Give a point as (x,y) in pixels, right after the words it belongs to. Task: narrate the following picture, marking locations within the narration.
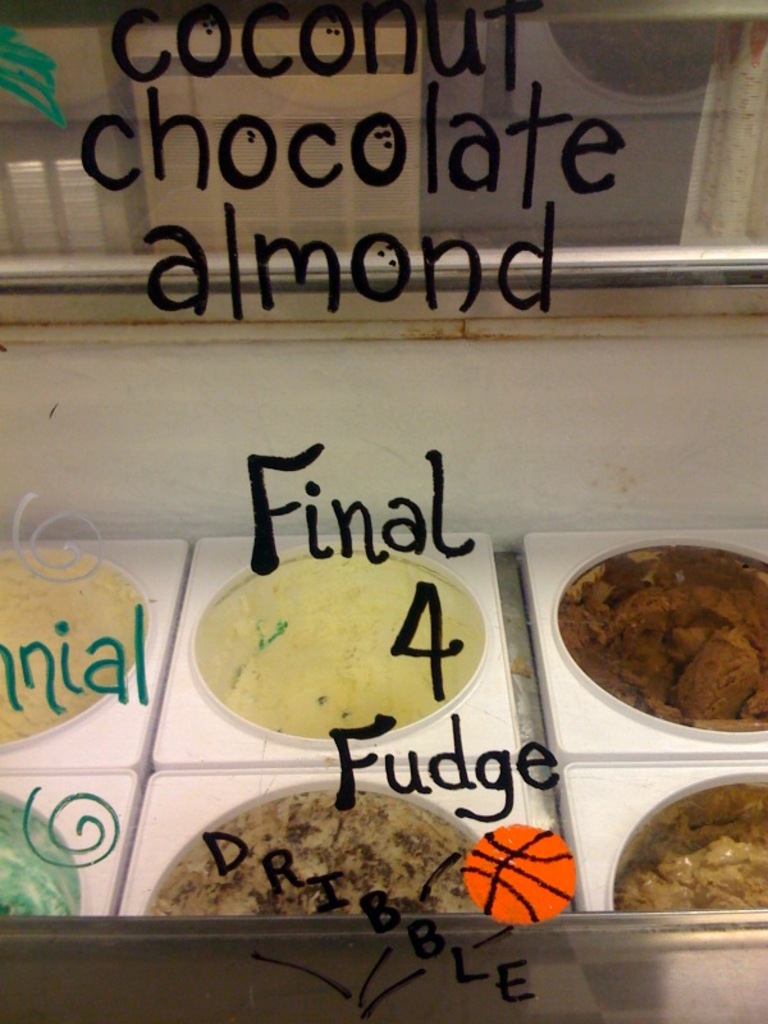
In this picture I can see the glass (348,325), on which there is something written and through the glass (350,498) I can see the ice creams (653,863) and I can see the white color surface (365,438).
